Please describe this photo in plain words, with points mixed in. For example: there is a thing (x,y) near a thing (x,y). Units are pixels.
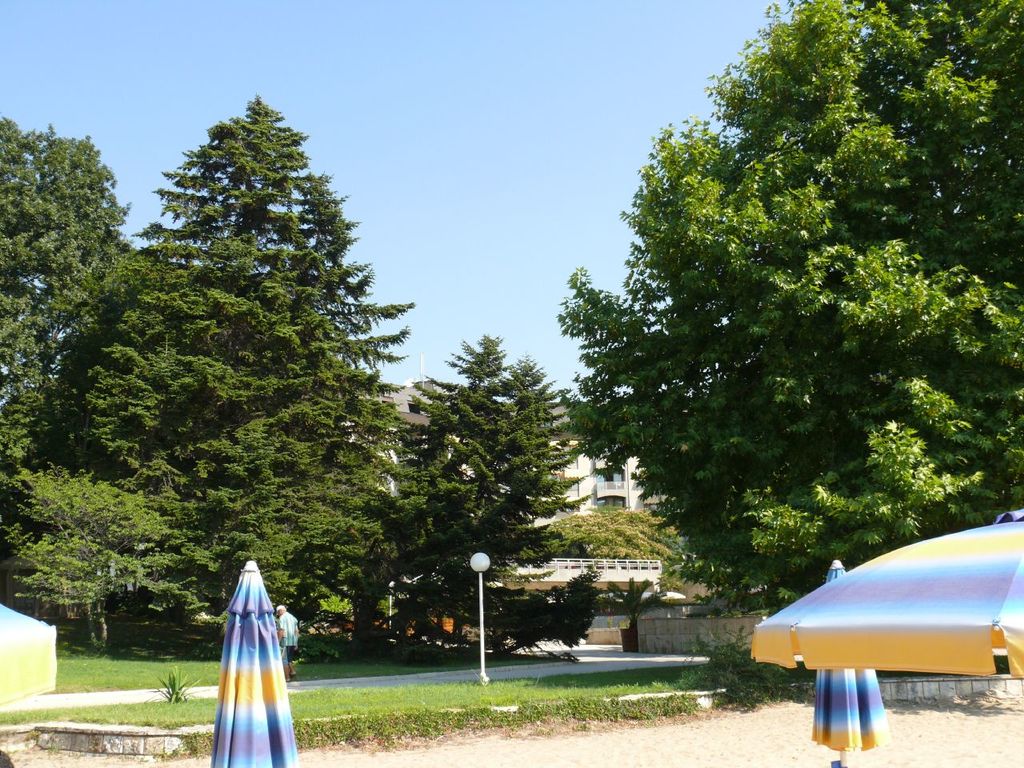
In the image there are few umbrellas (907,637) on the sand surface (754,711) and behind that there is a grass (180,647) and around that grass surface (476,660) there are many trees (622,436) and in the background (582,470) there is a building (564,473).
